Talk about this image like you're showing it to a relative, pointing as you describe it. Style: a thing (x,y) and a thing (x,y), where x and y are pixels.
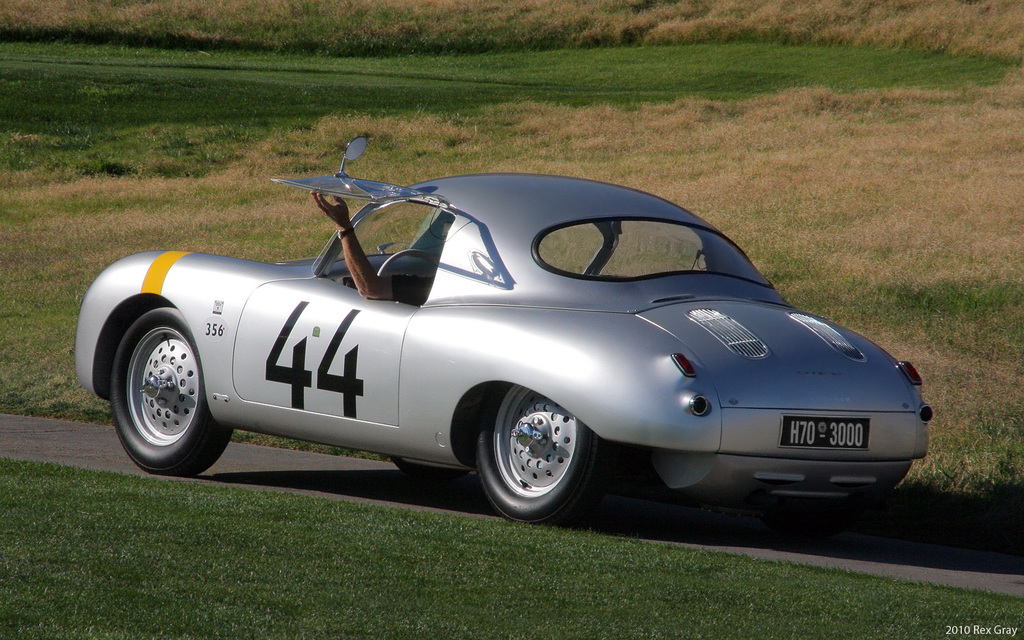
In this image I can see a car (385,343) which is grey, yellow and black in color on the road (328,478) and I can see a person (340,220) inside the car (419,325). I can see some grass (296,559) which is green and brown in color on both sides of the road (320,460).
